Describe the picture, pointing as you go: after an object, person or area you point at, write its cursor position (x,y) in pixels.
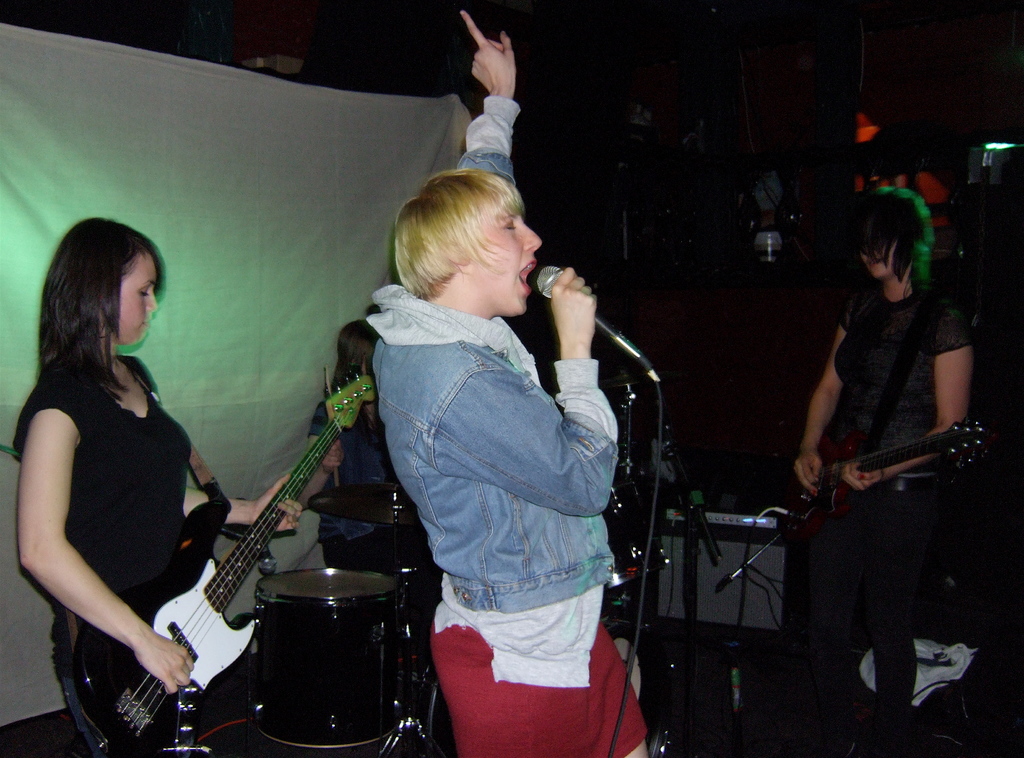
In this picture we can see four woman (384,324) playing guitar (320,442) and drums (404,518) and in front (563,578) woman (561,352) singing on mic (650,363) and in background (355,133) we can see cloth (352,146) and here it is dark.
